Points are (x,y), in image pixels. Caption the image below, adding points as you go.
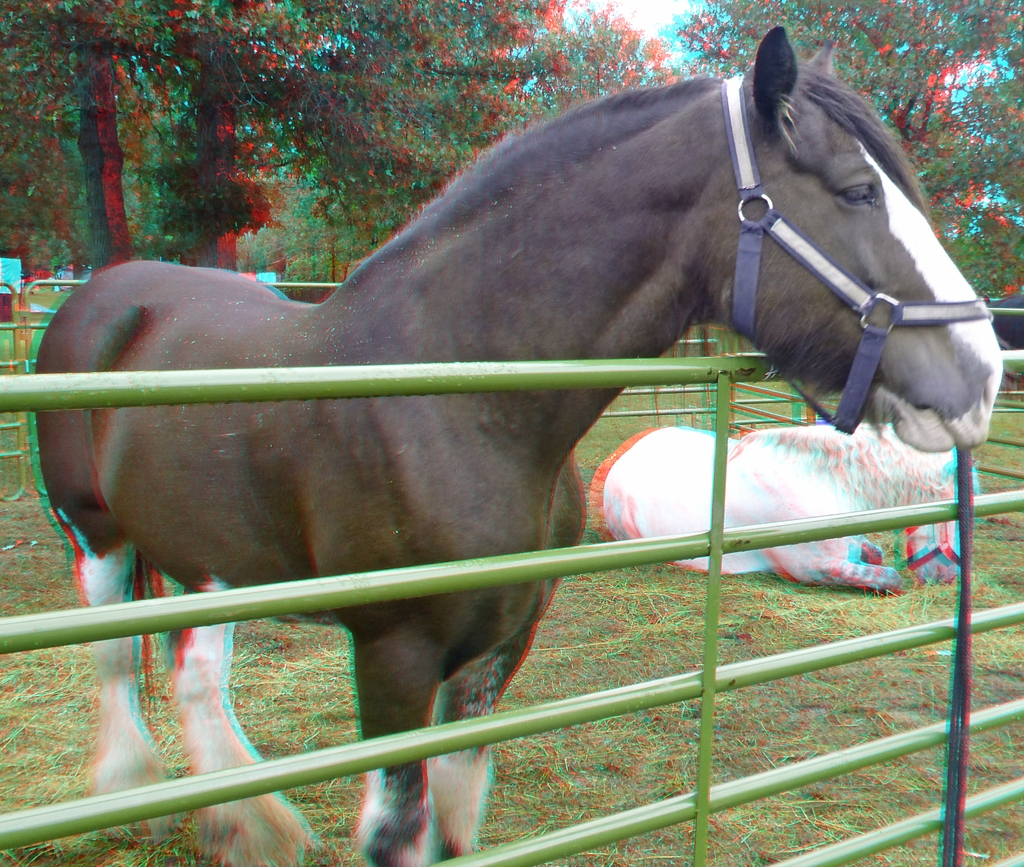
In this image there are railings (787,526), animals (540,346), trees (56,54), grass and objects (7,309).
